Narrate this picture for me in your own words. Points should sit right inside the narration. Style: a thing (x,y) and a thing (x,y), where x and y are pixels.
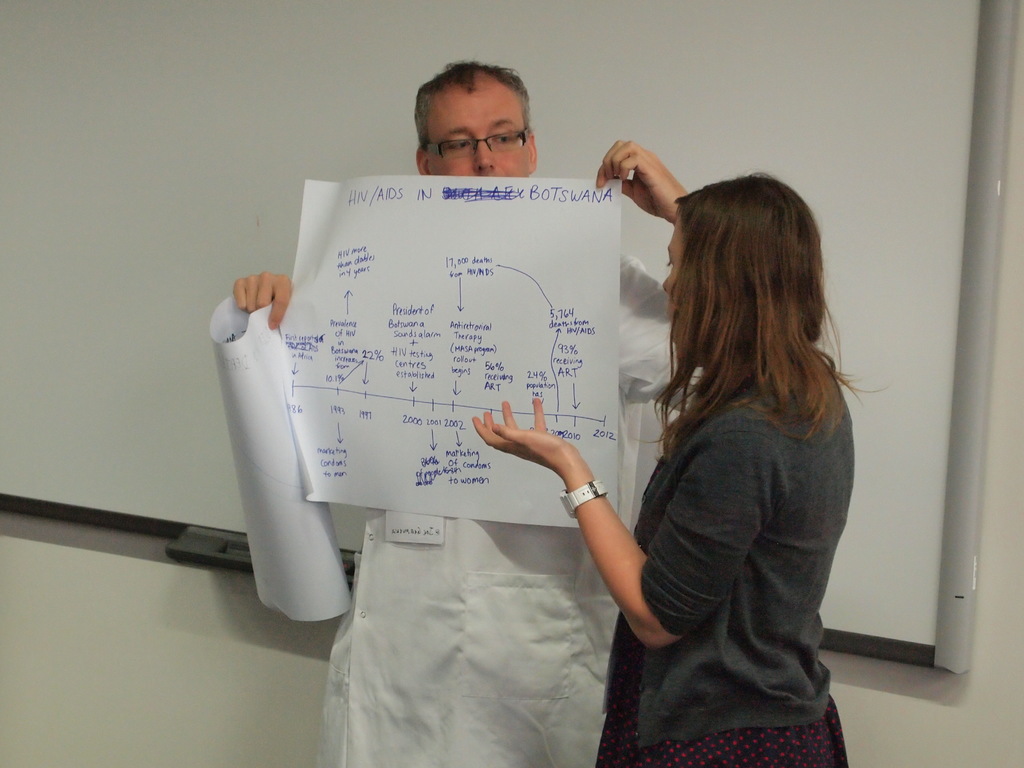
In this image a person (457,599) wearing a white top (429,608) is holding papers (395,424) in his hand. He is wearing spectacles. Beside him there is a woman (804,476) standing. Background (940,726) there is a board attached to the wall (925,718).
